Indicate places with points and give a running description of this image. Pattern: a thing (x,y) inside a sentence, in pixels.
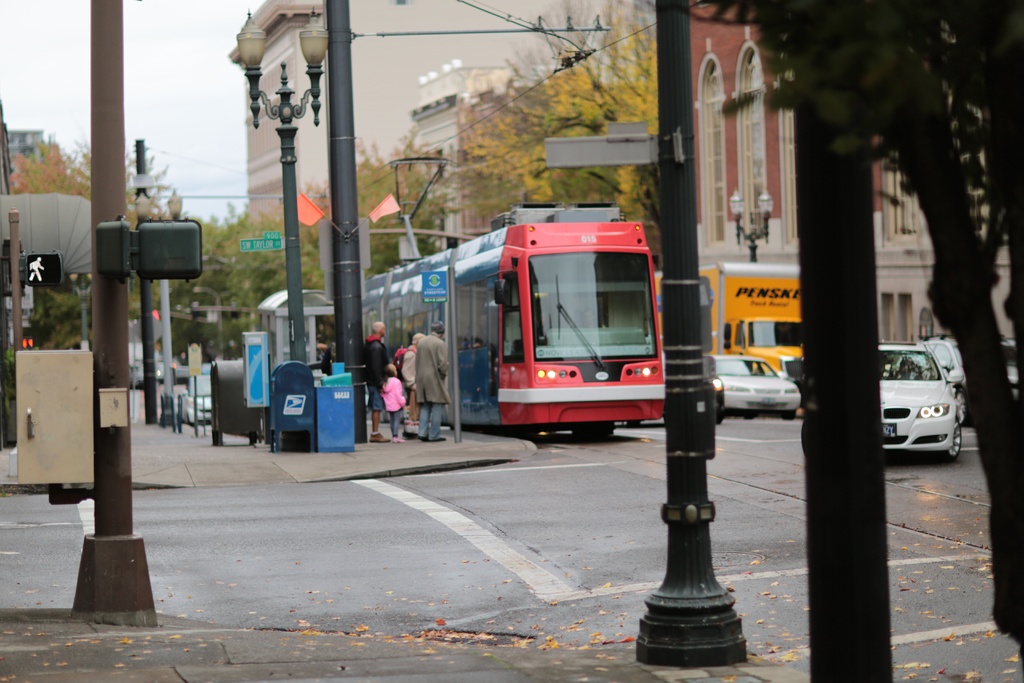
This picture is clicked in the city. Here, we see cars (761,371) and the tram (639,379) are moving on the road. Beside the tram (480,352), we see people (395,373) standing on the footpath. Beside them, we see street lights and garbage bin (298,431). On the left side (168,398), we see a building (71,237) and poles (104,287). On the right side (873,113), we see street lights (676,98), buildings (785,137) and trees (590,99). In the left top of the picture (186,76), we see the sky (233,110) and there are trees (219,256) in the background (216,285).
